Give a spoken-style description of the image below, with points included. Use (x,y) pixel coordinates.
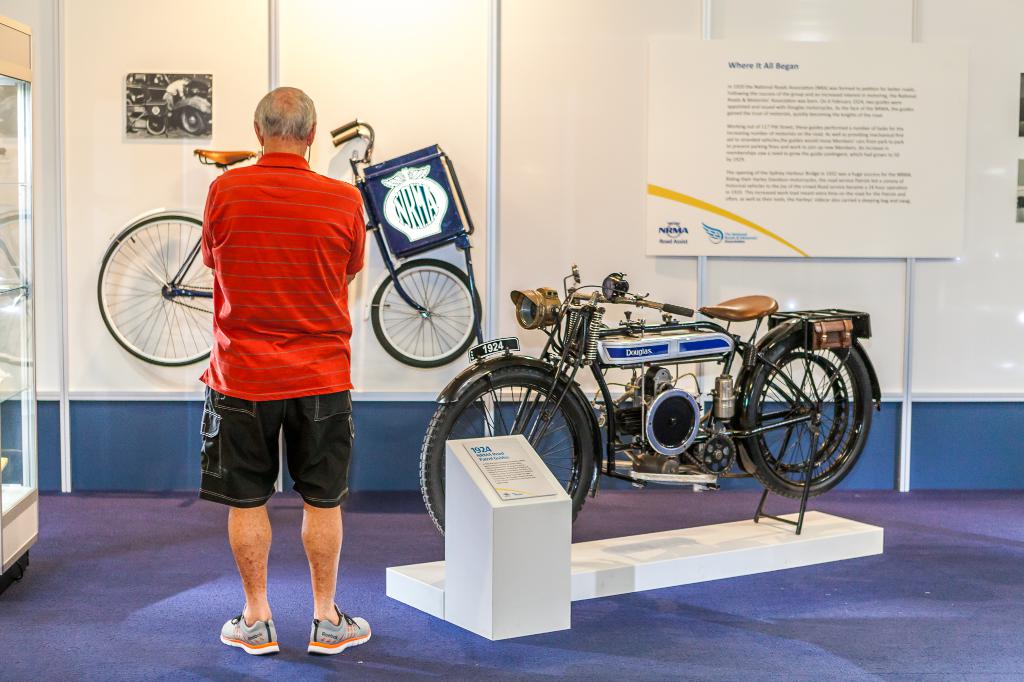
In this image in the center (344,444) there is one man (256,260) who is standing, and in the background (608,382) there is one bike (391,272) and on the wall (344,104) there are some boards (171,118). And on the left side (23,324) there is one glass box (24,295), at the bottom (157,528) there is floor (383,506), some box (530,546) and board (645,551).
